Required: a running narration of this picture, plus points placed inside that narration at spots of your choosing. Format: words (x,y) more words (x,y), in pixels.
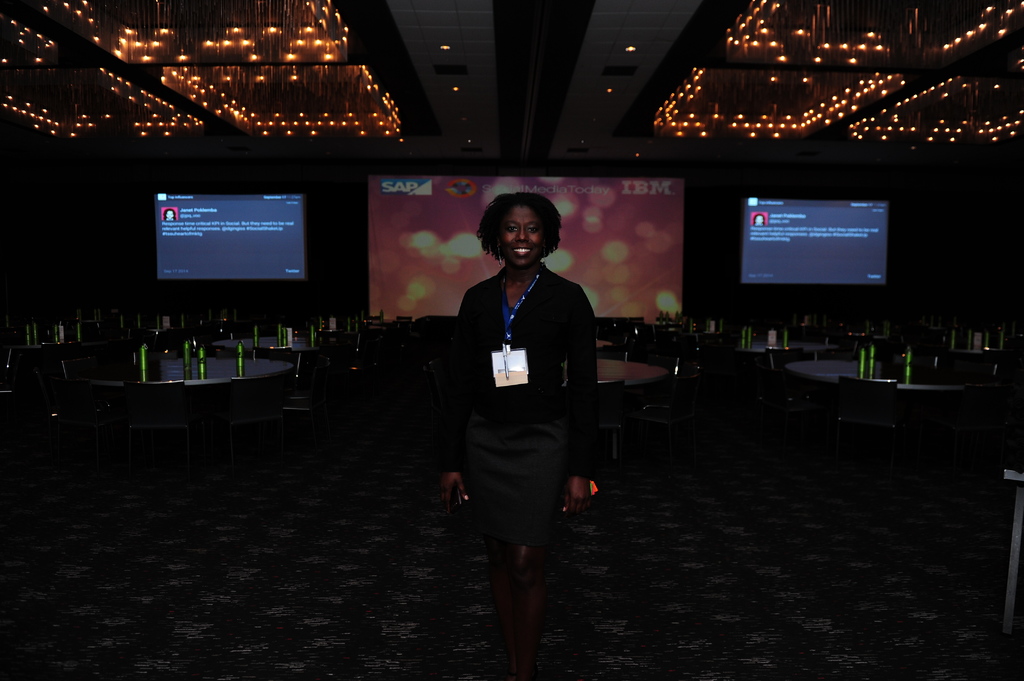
This is the woman (550,410) standing and smiling. She wore a badge (522,373) and a black dress (544,380). These are the tables (272,366) with few objects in it. I can see the empty chairs (855,399). These are the screens (582,189) with the display (746,247). I can see the ceiling lights (743,53), which are attached to the roof (304,46).
